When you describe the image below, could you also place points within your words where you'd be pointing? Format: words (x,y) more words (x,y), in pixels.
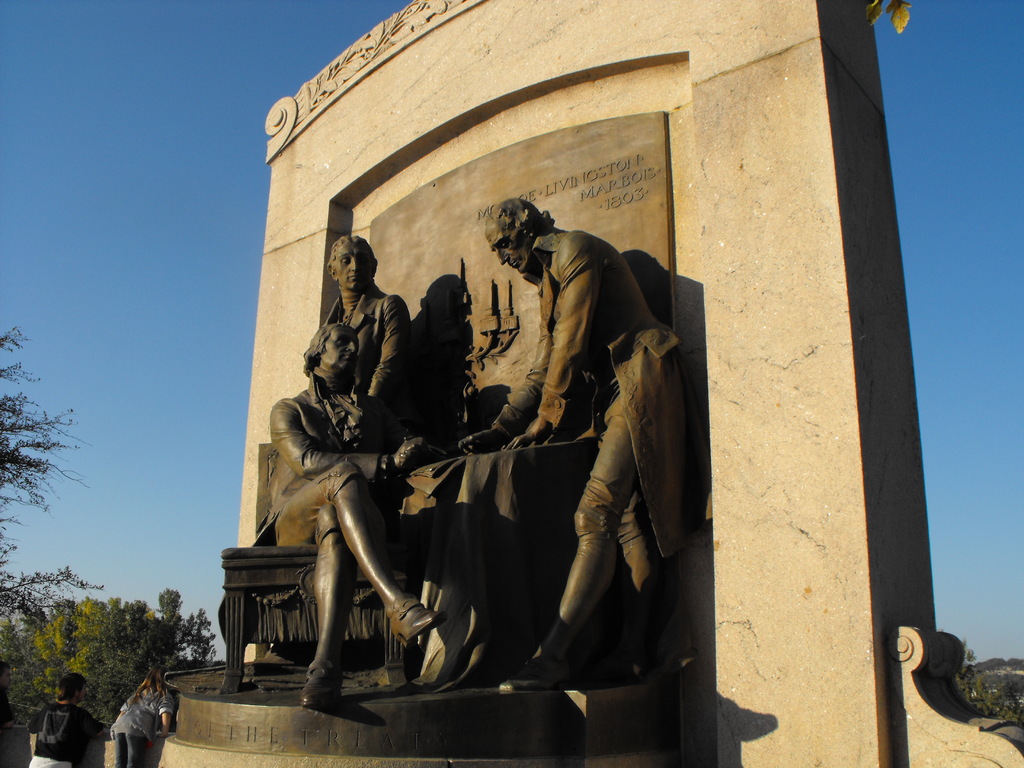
In this image there are sculptures (360,535). In the sculpture (348,450) there is a man (286,509) sitting on the chair (272,579) at the table (451,464). On the either sides of the table (440,560) there are two men (603,322) standing. Behind the sculpture (390,310) there is a wall (509,78). There is text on the wall (483,279). In the background (48,621) there are trees (46,633). To the left (45,720) there are two people (82,717) standing. At the top (157,164) there is the sky (904,200).
